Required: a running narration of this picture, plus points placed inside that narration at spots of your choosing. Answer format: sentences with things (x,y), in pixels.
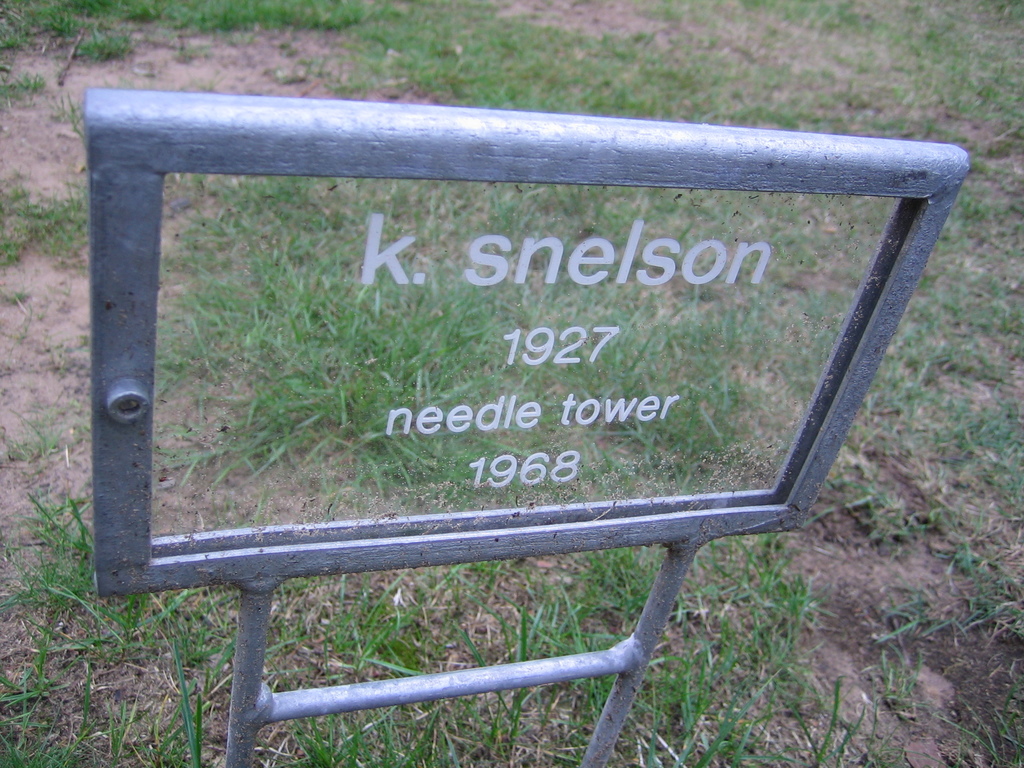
In the foreground of this image (402,171), there is a glass board (763,328) and we can see grass (759,651) around it.
